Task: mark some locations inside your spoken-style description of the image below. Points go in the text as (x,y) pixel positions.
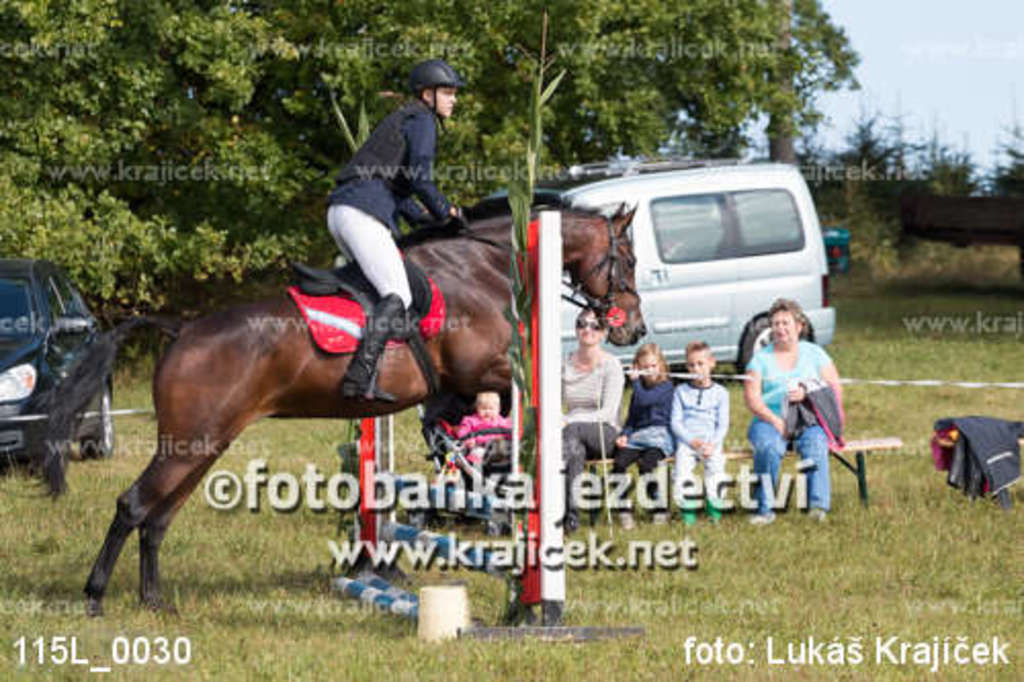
In the foreground of the picture (180,410) we can see a person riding a horse (237,362), the horse (384,375) is jumping through a hurdle (367,448) and there is grass (564,645). In the center of the picture (643,417) there are group of people (712,417), clothes (940,451), bench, grass (76,499) and cars (745,317). In the background (555,160) there are trees (784,141) and sky (875,54). In the picture there is text (41,651).
